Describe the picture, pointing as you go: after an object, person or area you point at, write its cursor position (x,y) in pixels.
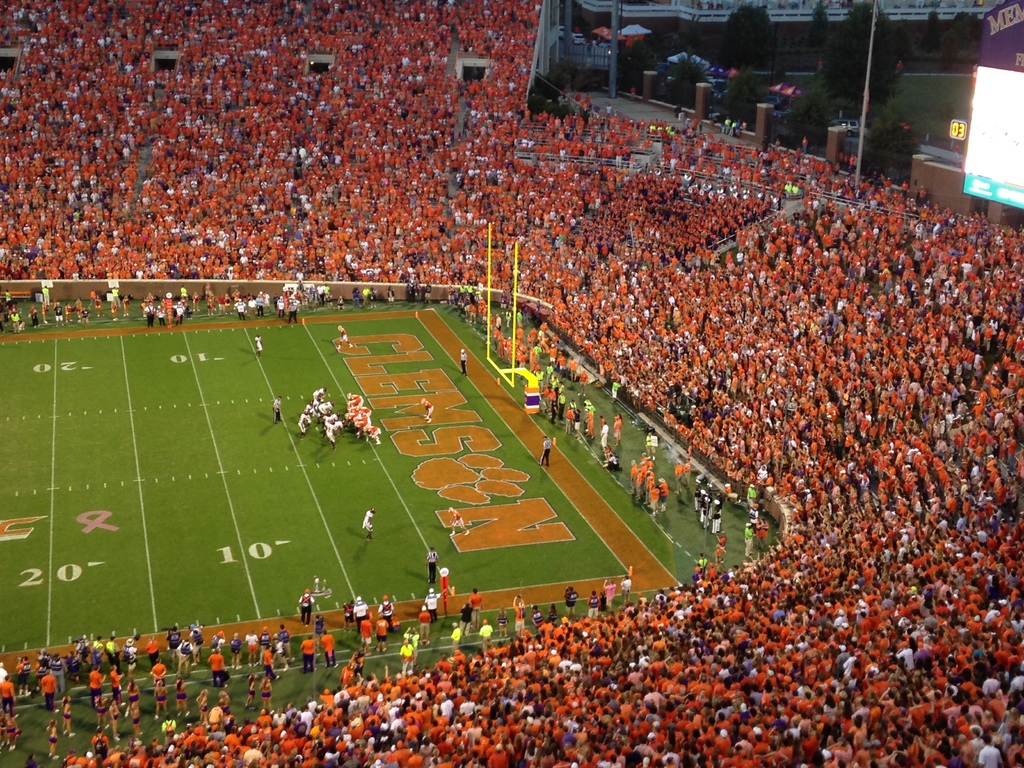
As we can see in the image there is a stadium (482,372). In stadium (474,580) there are group of people (461,285) here and there and on the right side (916,135) background (928,32) there are trees (882,46) and buildings (838,19).
